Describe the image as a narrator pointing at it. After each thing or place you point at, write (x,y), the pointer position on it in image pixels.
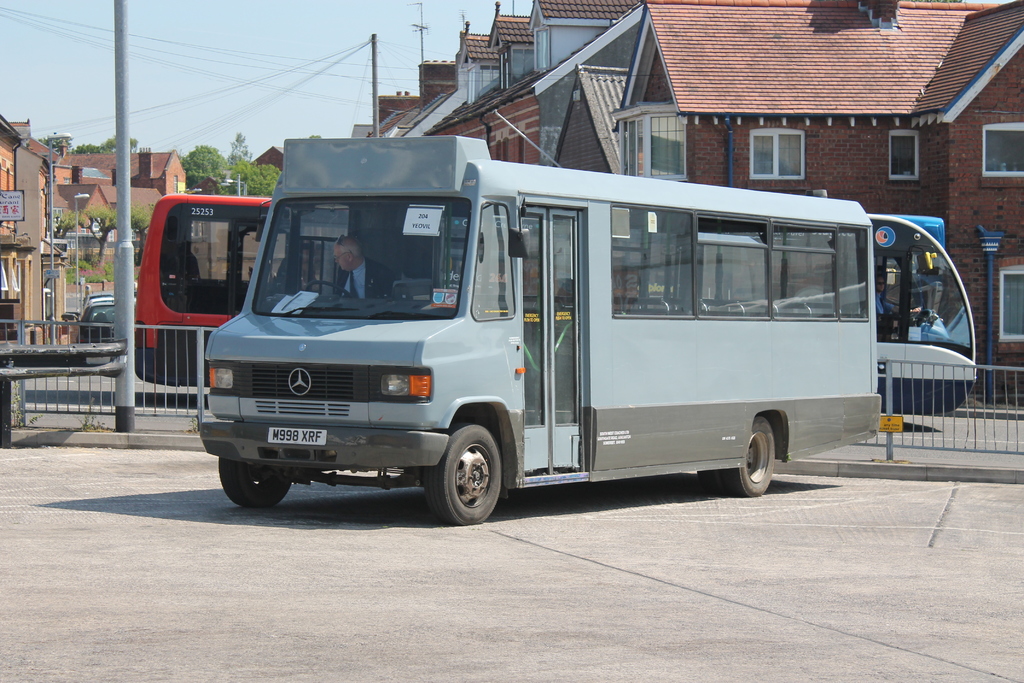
In the foreground of the image (327,387) we can see a person (376,266) sitting inside a vehicle (535,390) parked on the ground (507,505). In the center of the image (649,369) we can see group of vehicles (151,341), metal railing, poles (129,248). In the background (963,131), we can see a group of buildings (106,181) with windows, trees (209,167) and the sky (202,58).
